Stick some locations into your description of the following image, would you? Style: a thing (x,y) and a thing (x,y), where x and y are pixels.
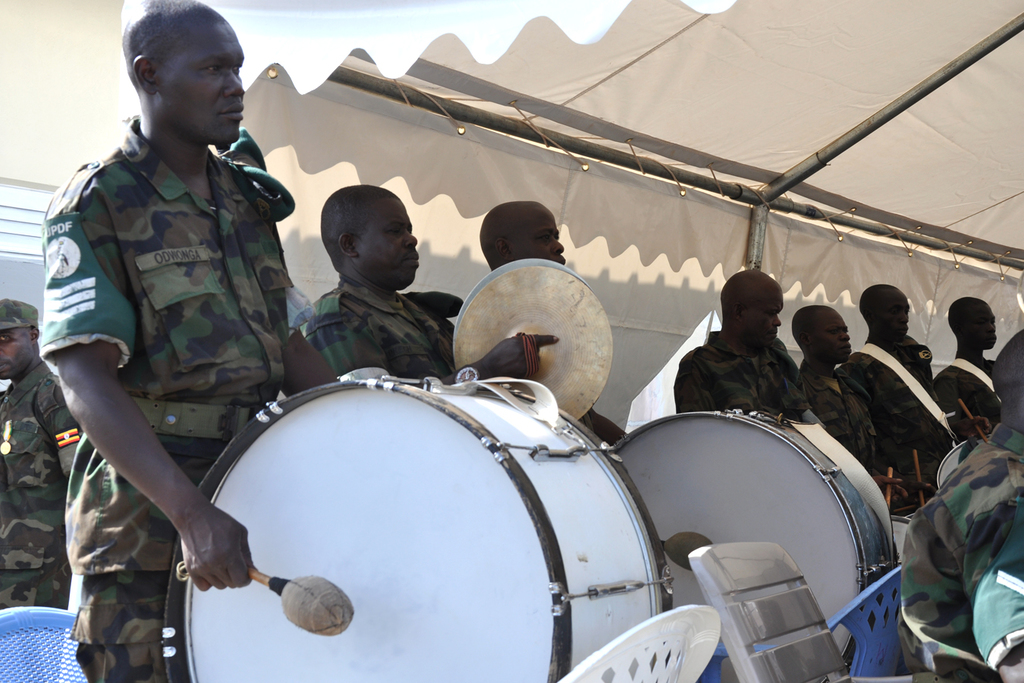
In this picture there are few men (234,312) standing. They all are wearing a uniform (379,326). The man (262,321) to the left corner (231,377) is playing drums (308,472) and the man (525,346) behind him is playing a musical instrument (541,313). There is another man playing drums (786,491). To the extreme right corner (982,516) the few people (915,561) standing. In the above there is roof (474,90).
